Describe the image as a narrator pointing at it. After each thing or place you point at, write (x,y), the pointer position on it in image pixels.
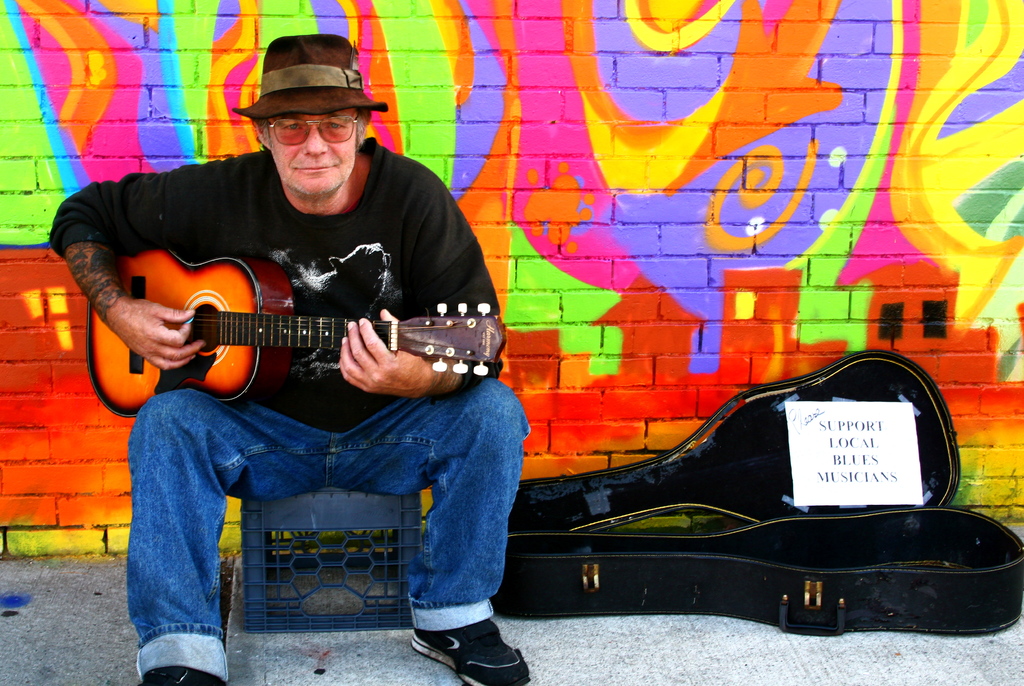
This is the picture of a person (242,409) who is holding a guitar (272,325) in his hand (367,367) and there is a guitar bag (699,469) beside him.
